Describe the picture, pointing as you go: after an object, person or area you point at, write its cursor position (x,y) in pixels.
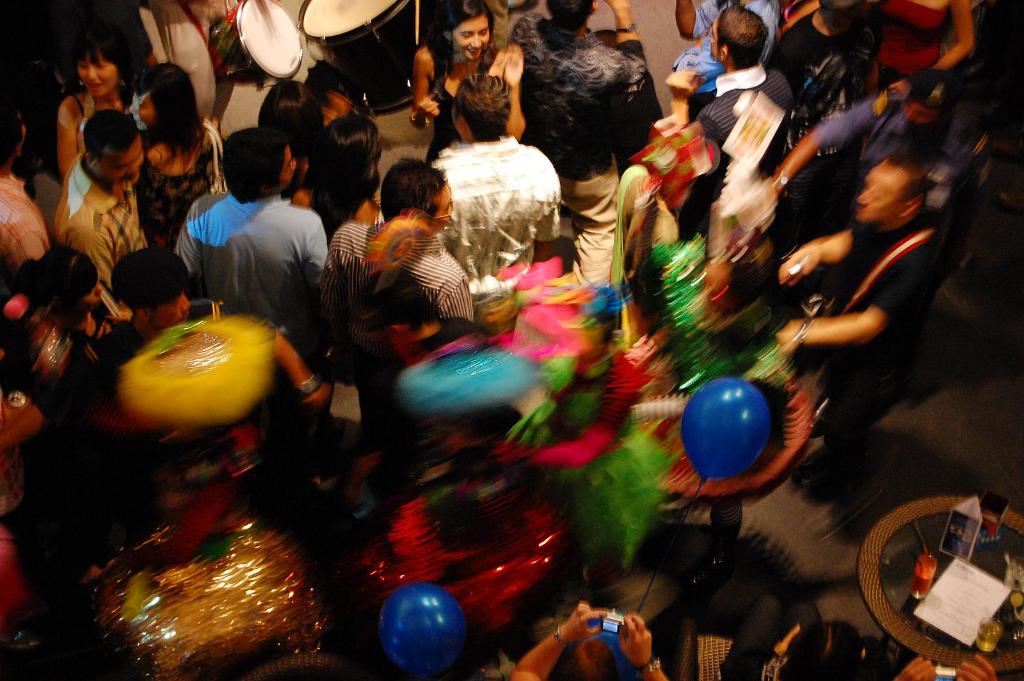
In the image few people (937,80) are standing and dancing and few people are holding some musical instruments (366,2). At the bottom of the image (1010,643) there is a table (965,656), on the table (881,549) there are some glasses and papers (972,509).
